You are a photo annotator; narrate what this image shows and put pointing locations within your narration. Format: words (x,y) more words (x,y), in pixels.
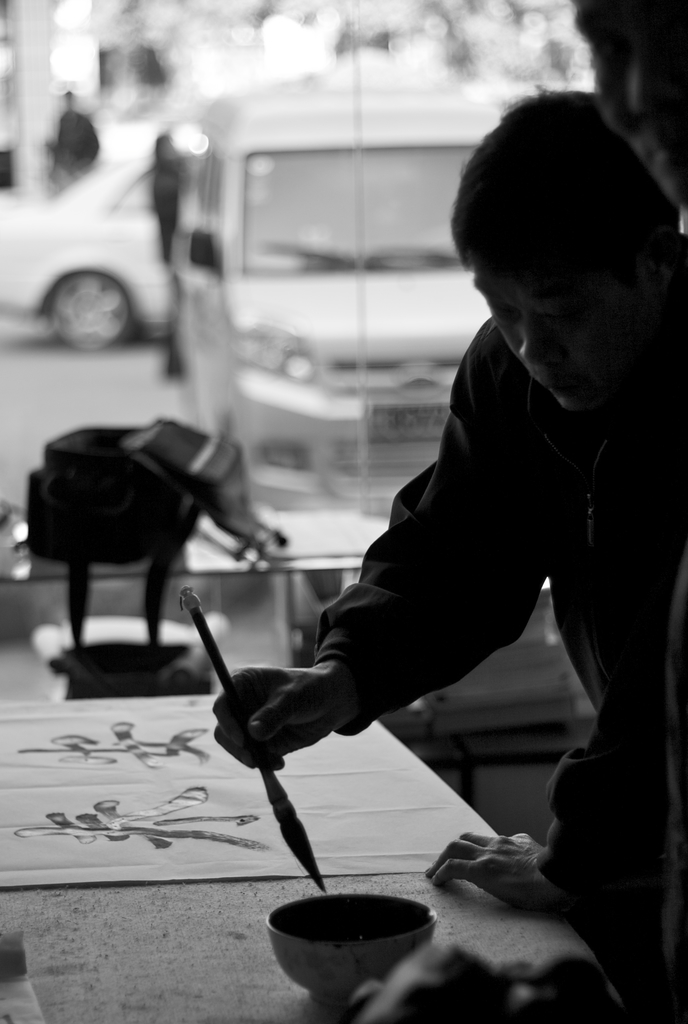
In this image on the right side (625,585) there is one person (650,397) who is standing and he is holding a painting brush (271,770), and at the bottom (206,912) there is one table (484,918). On the table (231,945) there is one board (215,814), bowl (372,906) and another person (642,104) is standing on the right side (641,93). And in the background (216,345) there are some cars (219,151), trees (265,63), poles (41,121) and some persons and a bag (107,551), table (309,541) and papers (326,538).
